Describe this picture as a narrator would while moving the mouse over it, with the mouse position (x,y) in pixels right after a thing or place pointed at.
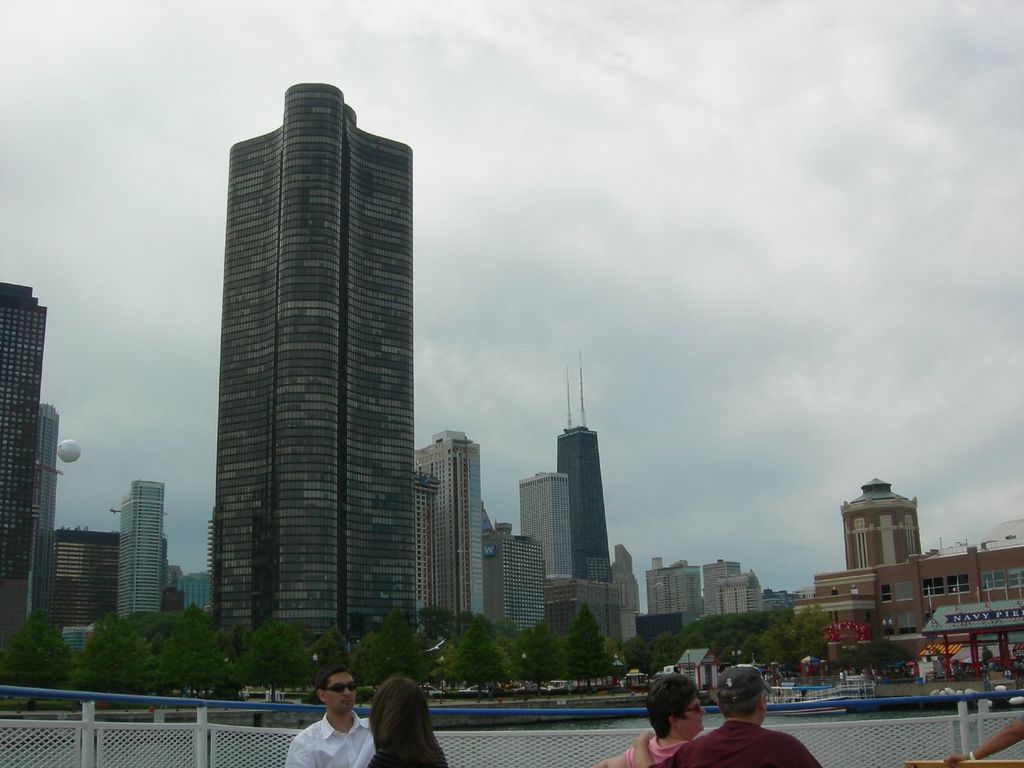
In this image we can see a group of buildings (358,602), a balloon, some houses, a group of trees (648,641), a signboard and the sky (711,551) which looks cloudy. On the bottom of the image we can see a water body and a group of people (680,739) standing beside a fence (823,721).
